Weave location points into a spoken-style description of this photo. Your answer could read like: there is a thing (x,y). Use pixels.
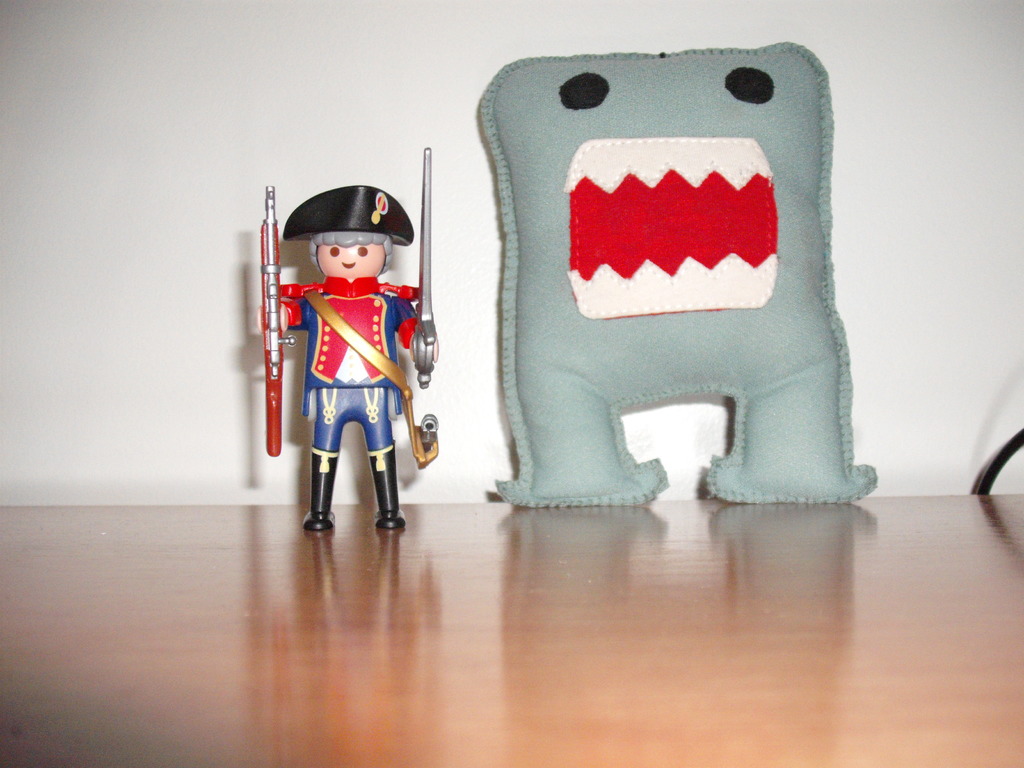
In this picture we can see a toy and a pillow (798,132) on the platform (798,627) and we can see a wall (862,23) in the background (902,20).
